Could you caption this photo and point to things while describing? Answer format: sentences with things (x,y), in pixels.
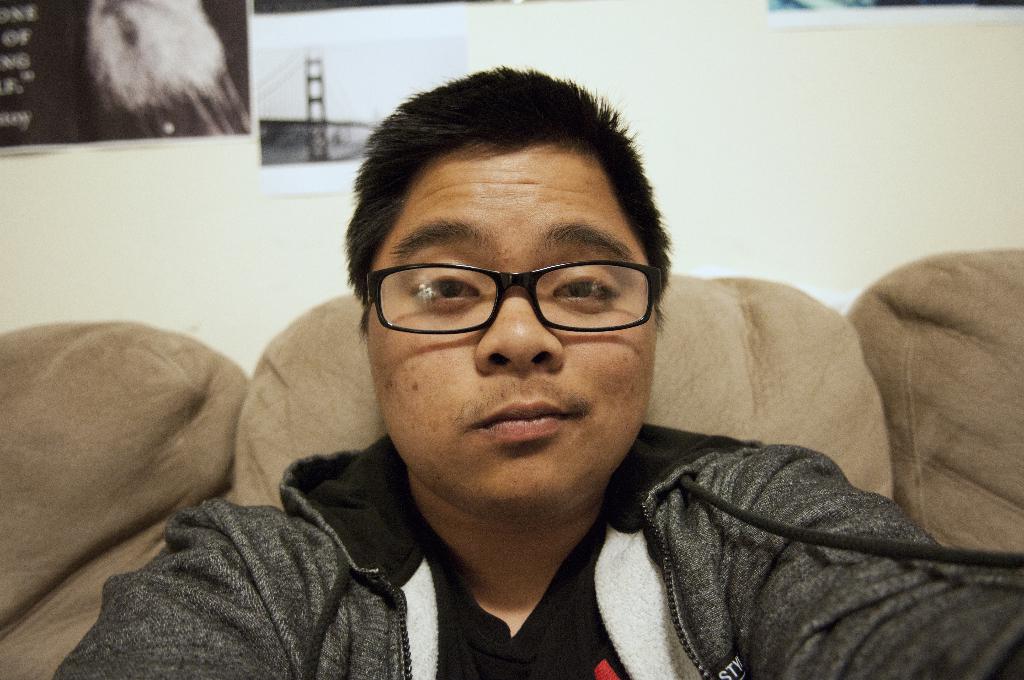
Here we can see a man (602,391) and he has spectacles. There is a couch (869,491). In the background (801,243) we can see wall (706,99) and posters (881,7).
